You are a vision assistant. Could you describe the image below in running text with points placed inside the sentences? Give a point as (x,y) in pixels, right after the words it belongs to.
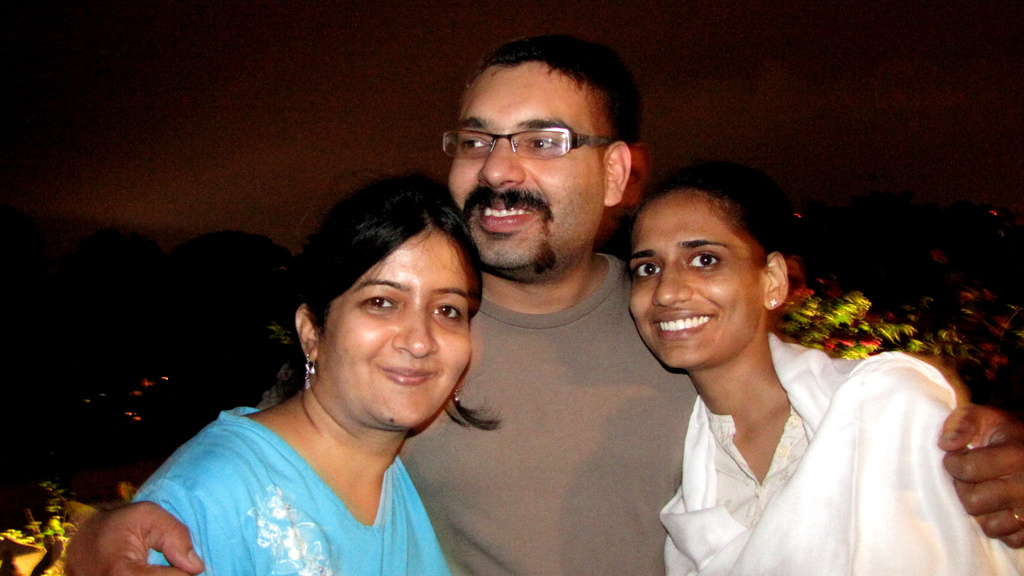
In the foreground (507,318) we can see a man (505,264) and two women (421,419). In the middle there are plants (889,324). The background (25,384) is dark.
